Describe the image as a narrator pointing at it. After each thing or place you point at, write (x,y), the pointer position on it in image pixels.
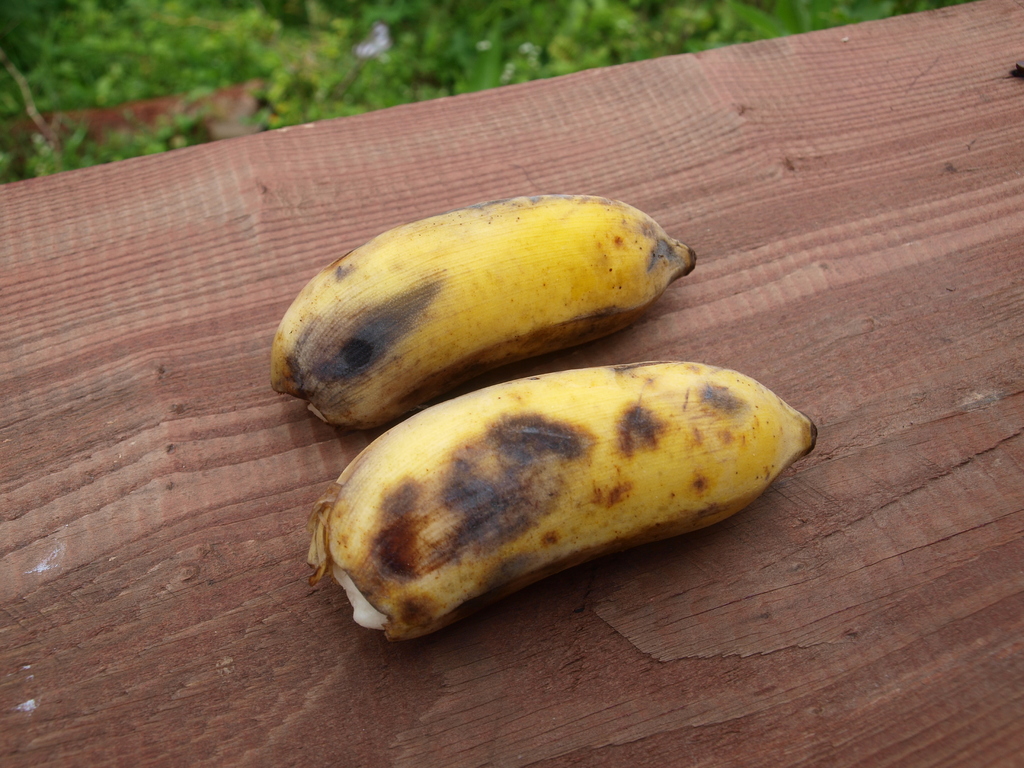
In the center of the image (522,307) we can see bananas (584,475) placed on the table (662,322). In the background (410,66) we can see grass (227,80).
